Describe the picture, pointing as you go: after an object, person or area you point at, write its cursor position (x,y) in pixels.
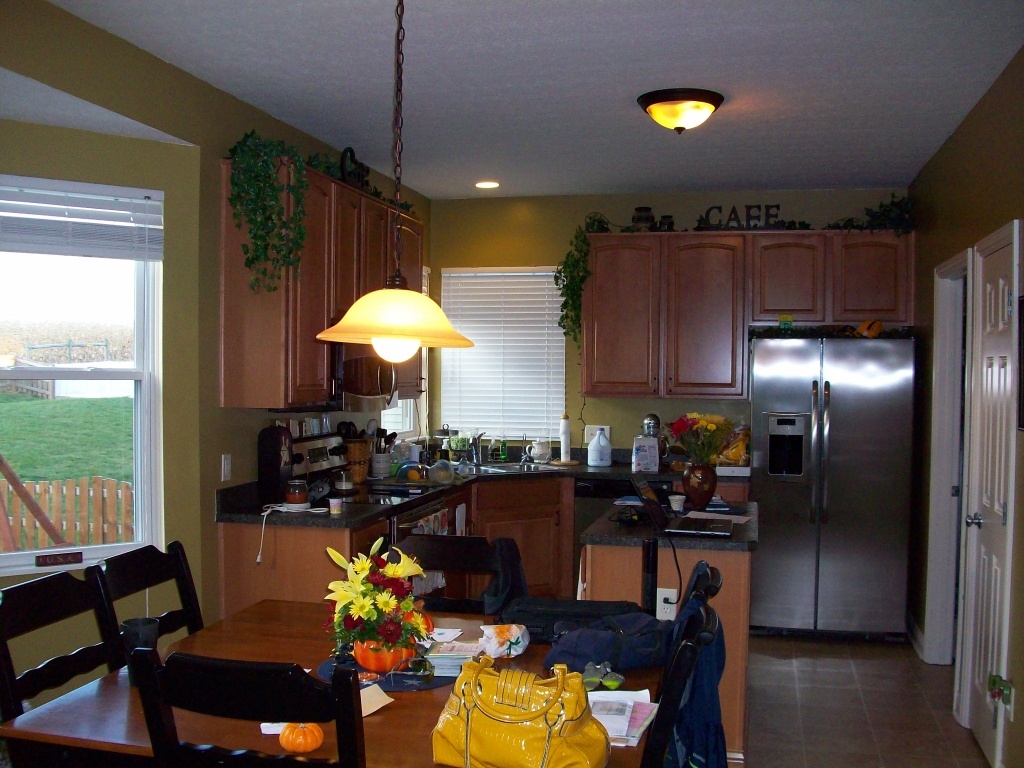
This picture is taken inside a kitchen (624,674), in this image there is a table (374,741), on that table (389,751) there is a bag (563,728), flower vase (389,657), and few objects (451,636) around the table (523,653) there are chairs (112,604), in the background (239,592) there is a kitchen cabinet (560,511) on that there are few objects (493,439), at the top (467,121) there are cupboards (762,254), ceiling (488,150) and lights (387,321) and there are walls (923,264) near the wall (915,615) there is a fridge (840,455).
